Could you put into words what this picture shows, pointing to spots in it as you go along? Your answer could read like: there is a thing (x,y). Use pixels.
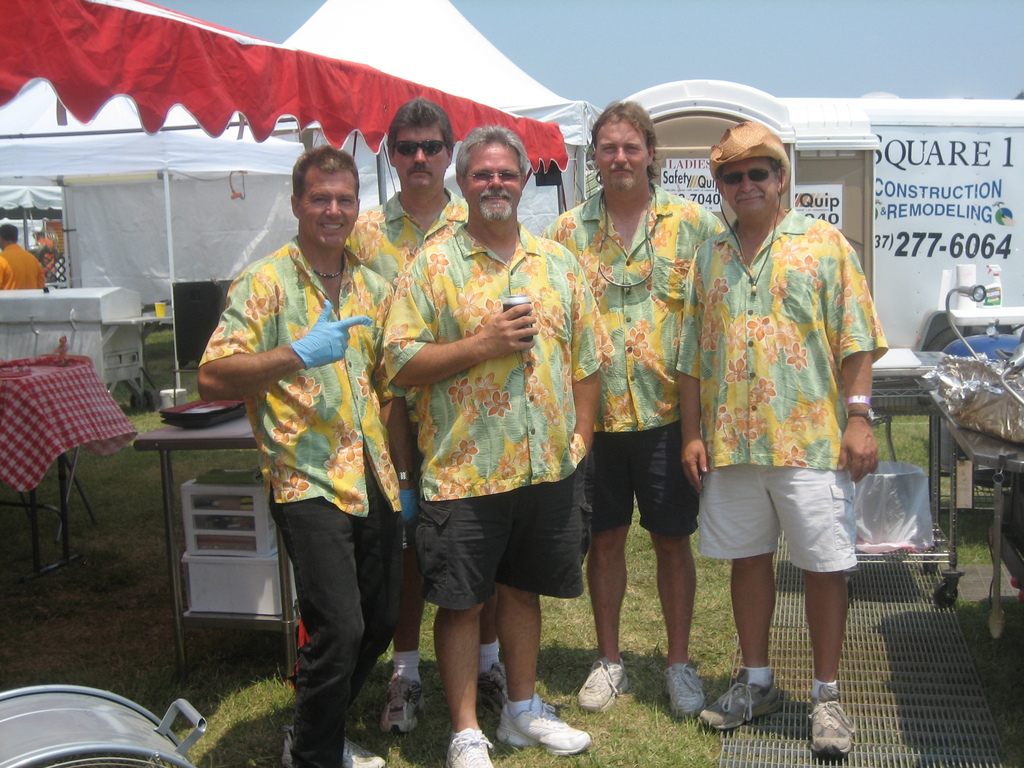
In this image I can see group of people (511,438) standing. In front (458,422) the person (541,401) is wearing yellow and black color dress (490,363) and holding some object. Background (199,151) I can see few tents (467,119) in white and red color. I can also see few objects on the table (186,448) and I can see the wall (907,269) in white color and the sky (689,35) is in blue color.
